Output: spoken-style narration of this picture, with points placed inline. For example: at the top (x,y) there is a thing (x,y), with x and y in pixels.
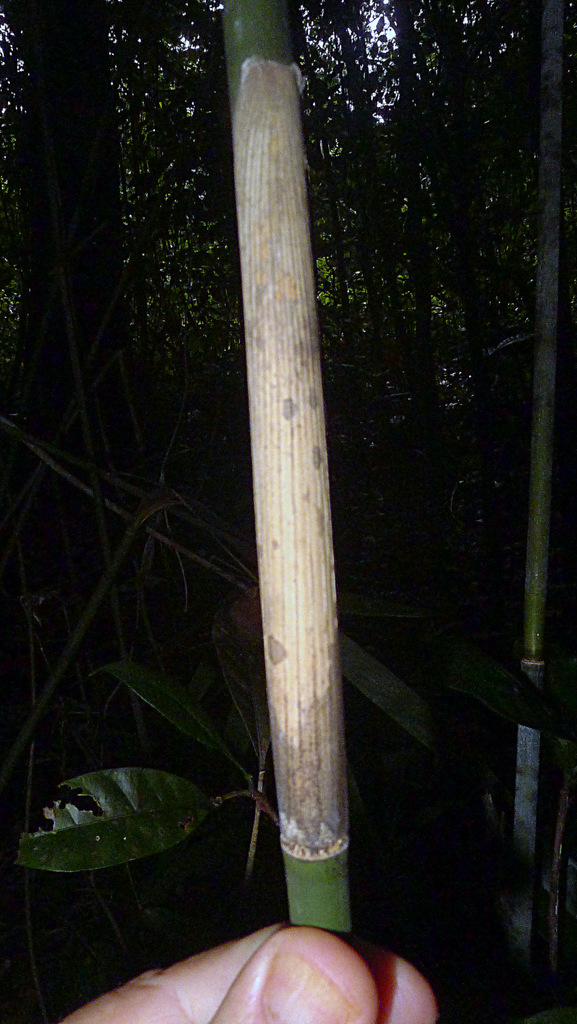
Here in this picture we can see persons fingers (270,989) holding wooden stick (286,354) in hand (287,990) and behind that we can see plants (190,458) and trees (409,247) present all over there.
